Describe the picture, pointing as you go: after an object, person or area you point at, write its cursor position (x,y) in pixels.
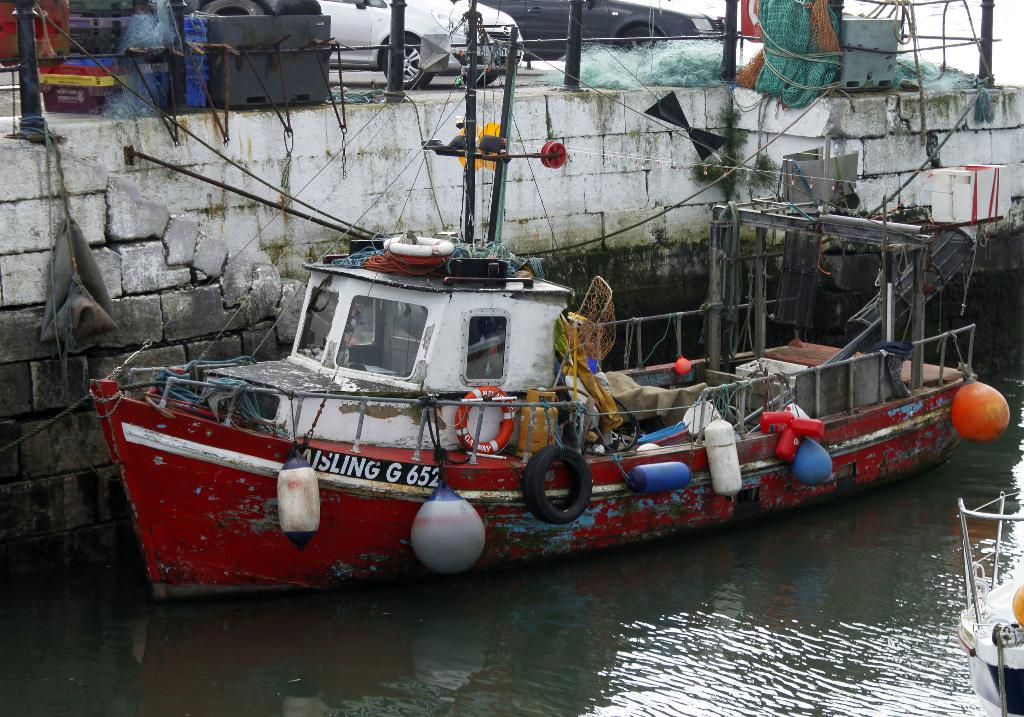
In this image we can see two boats (466,361) on the river (961,567), one fence (838,50) with poles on the wall (928,127), some objects (656,63) on the ground (349,71), two cars (690,31), some objects (578,469) attached to the boat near the wall (587,247), some objects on the boats (998,584), one object (84,298) attached to the pole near the wall (934,305) and some text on the red boat (875,414).
